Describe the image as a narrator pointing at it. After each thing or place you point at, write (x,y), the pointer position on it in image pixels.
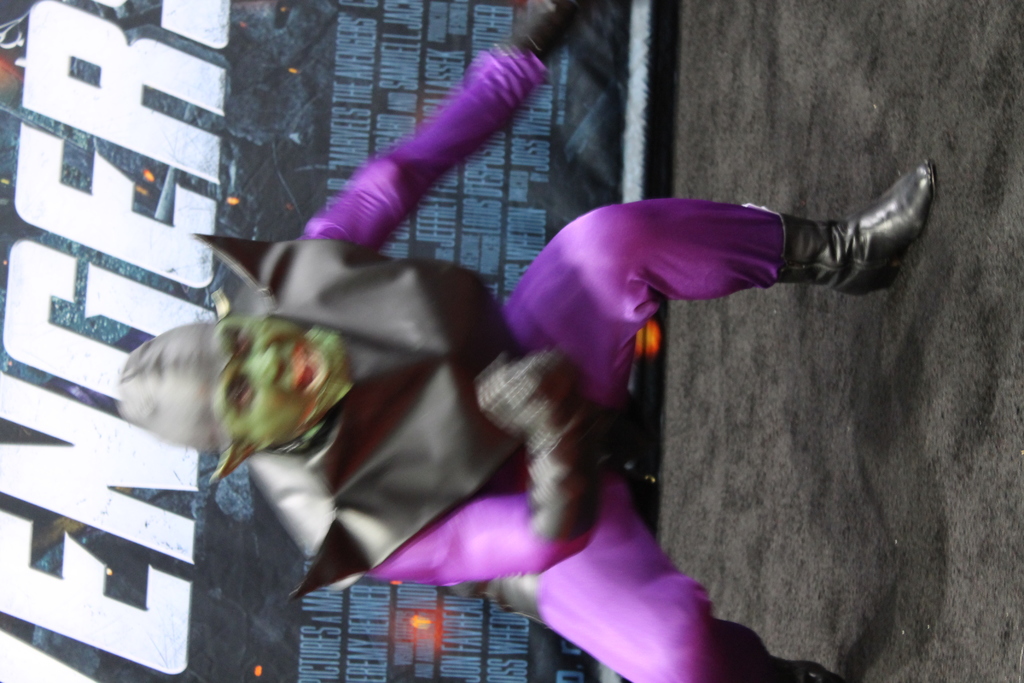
Here in this picture we can see a person (233,444) in a cosplay (221,440) standing on the floor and shouting something and behind him we can see a banner (45,209) present.
